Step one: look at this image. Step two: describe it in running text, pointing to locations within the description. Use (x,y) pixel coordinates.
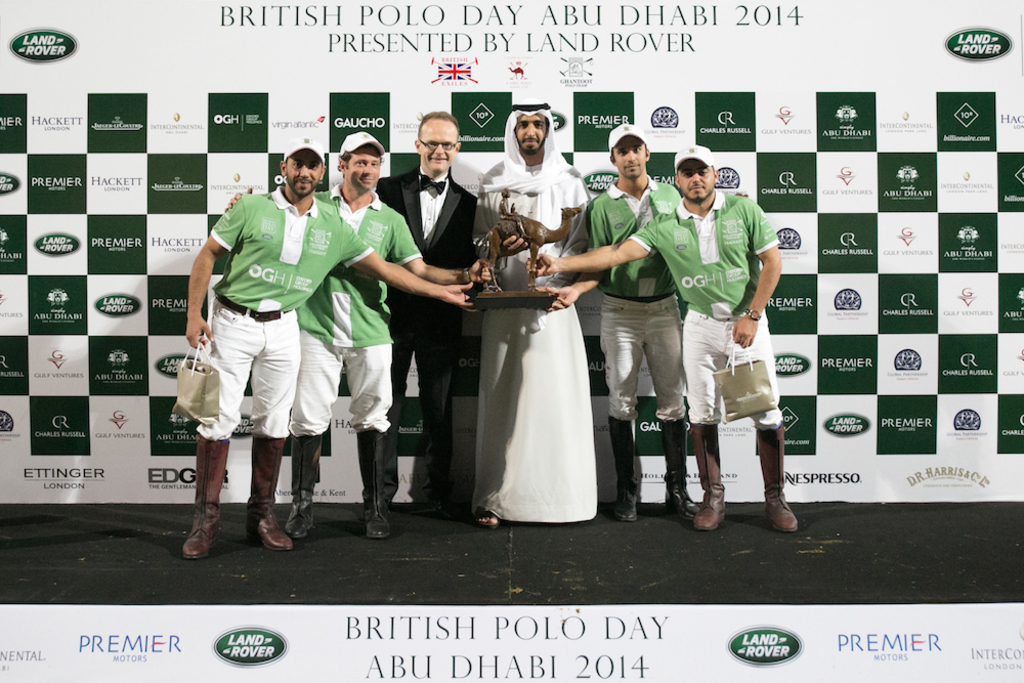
Here in this picture we can see a group of men (451,316) standing over a place and four of them are wearing caps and one man (417,228) in the middle (440,247) is wearing a tuxedo (416,204) and beside him we can see a man (549,177) wearing a traditional dress (536,183) and all of them are smiling and they are holding a trophy (487,299) in their hands (482,282) and behind them we can see a banner (74,147) present.
